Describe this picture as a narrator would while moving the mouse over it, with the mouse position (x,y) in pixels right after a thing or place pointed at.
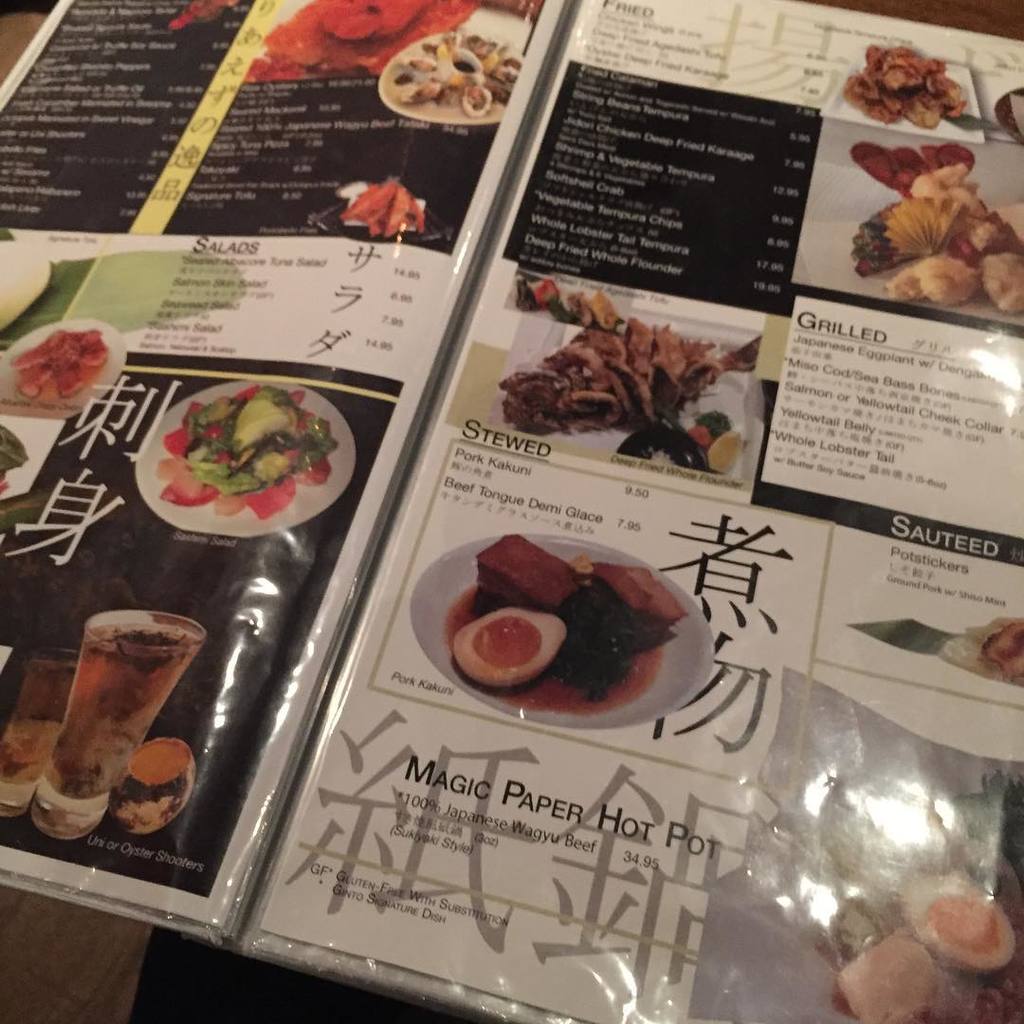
In this picture we can see a menu card (324,616), there is some text (504,440) and pictures (459,93) of plates (407,108), food (204,465) and a glass (140,653) on this card (289,661).
